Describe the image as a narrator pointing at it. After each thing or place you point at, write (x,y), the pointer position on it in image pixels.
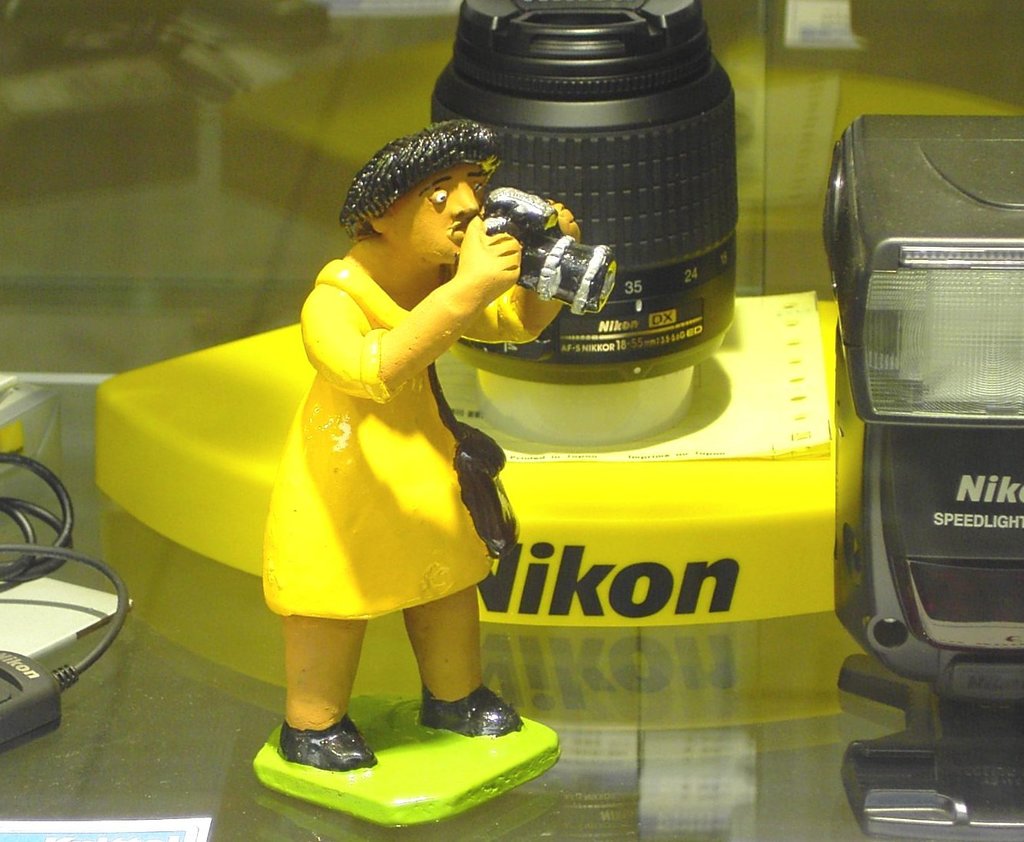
In this picture, we can see the glass surface (628,687) and some objects (519,425) on it like a toy (488,522), and some camera gadgets (697,64), wires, and some object (1,830) in the bottom left corner (178,833).
